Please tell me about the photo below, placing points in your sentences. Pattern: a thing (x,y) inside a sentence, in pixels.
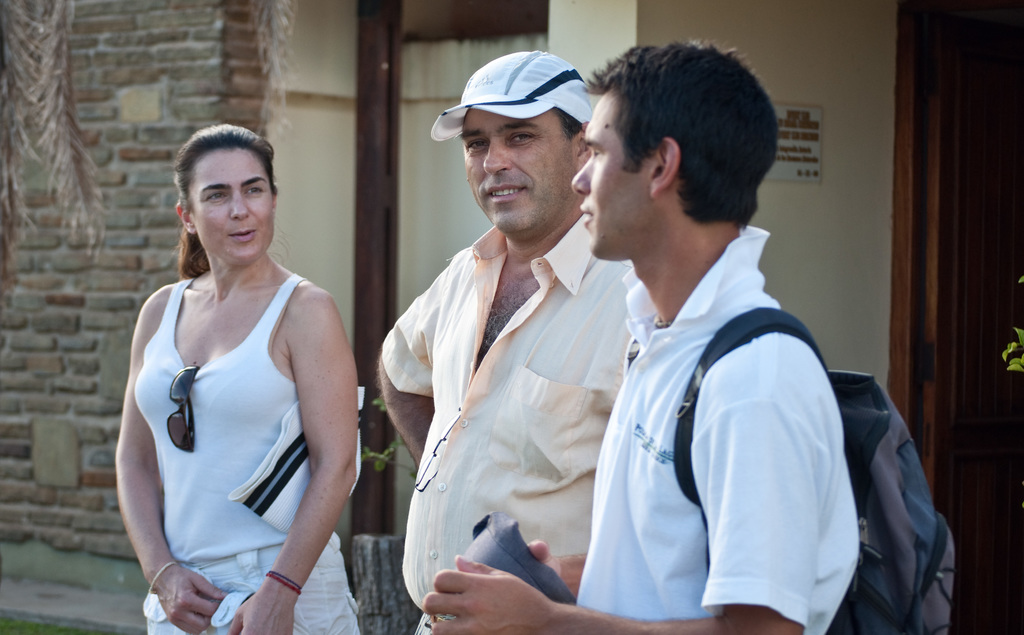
This image consists of three persons (459,487). On the left (305,537), we can see a woman (281,588) wearing a white dress (184,486). In the front (880,518), we can see a man (829,520) wearing a backpack (861,596). In the background (110,179), there is a house (860,59) along with a door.
